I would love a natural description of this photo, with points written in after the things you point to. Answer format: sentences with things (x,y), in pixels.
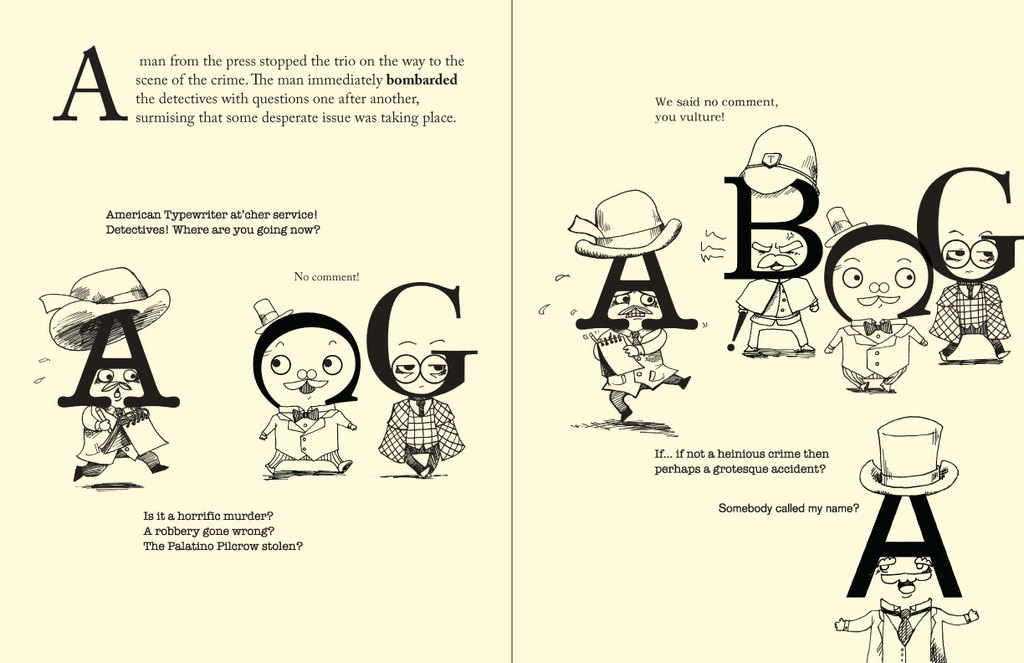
In this image, we can see the painting (386,371) on the paper (673,427). On the right side (751,267), we can see some paintings (967,271) in person (988,295) and some text (799,471) written on the paper (788,484). On the left side (315,358), we can also see the painting (329,367) of person (425,423) and some text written on it.
